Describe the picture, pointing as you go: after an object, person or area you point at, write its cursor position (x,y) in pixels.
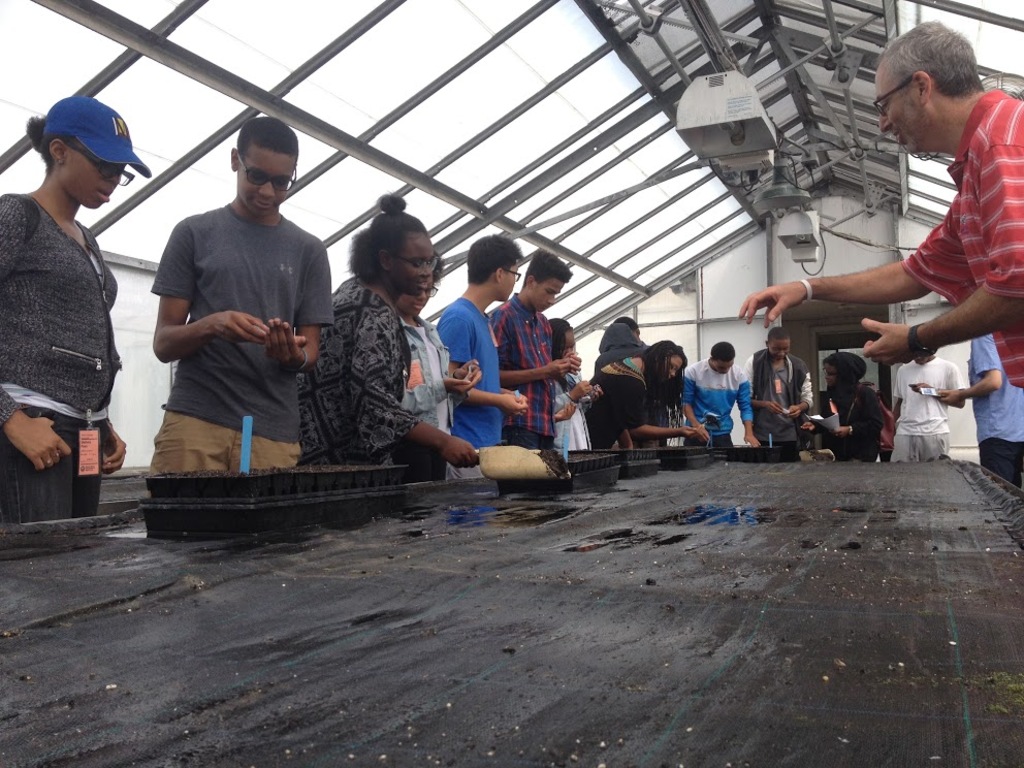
There are many people (783,342) standing around a table (577,540). Some are wearing specs (259,176), cap (123,156) and holding something. On the ceiling (422,113) there are rods (519,111) and some other items (748,162).
